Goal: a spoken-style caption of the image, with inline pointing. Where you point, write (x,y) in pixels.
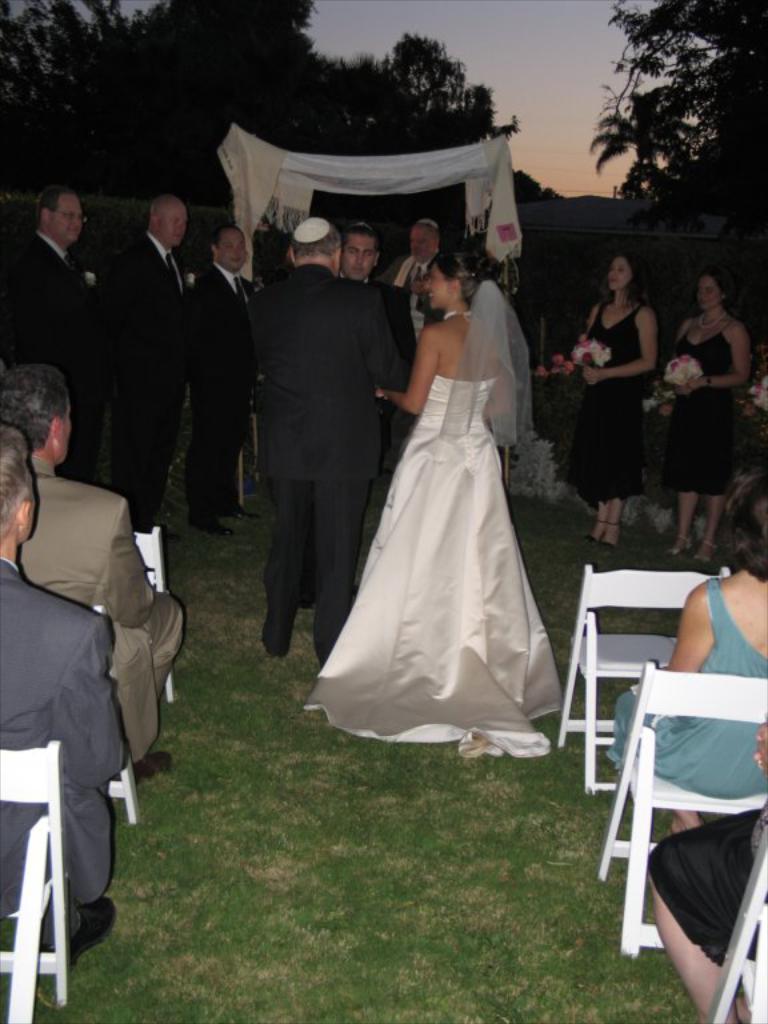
Here we can see a group of people (229,239) standing, attending a wedding and the women (640,378) on the right side (640,378) are having flower bouquet (583,361) in their hand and the behind them we can see people (2,409) sitting on chairs (766,1004) and there are trees (708,86) present all over.
